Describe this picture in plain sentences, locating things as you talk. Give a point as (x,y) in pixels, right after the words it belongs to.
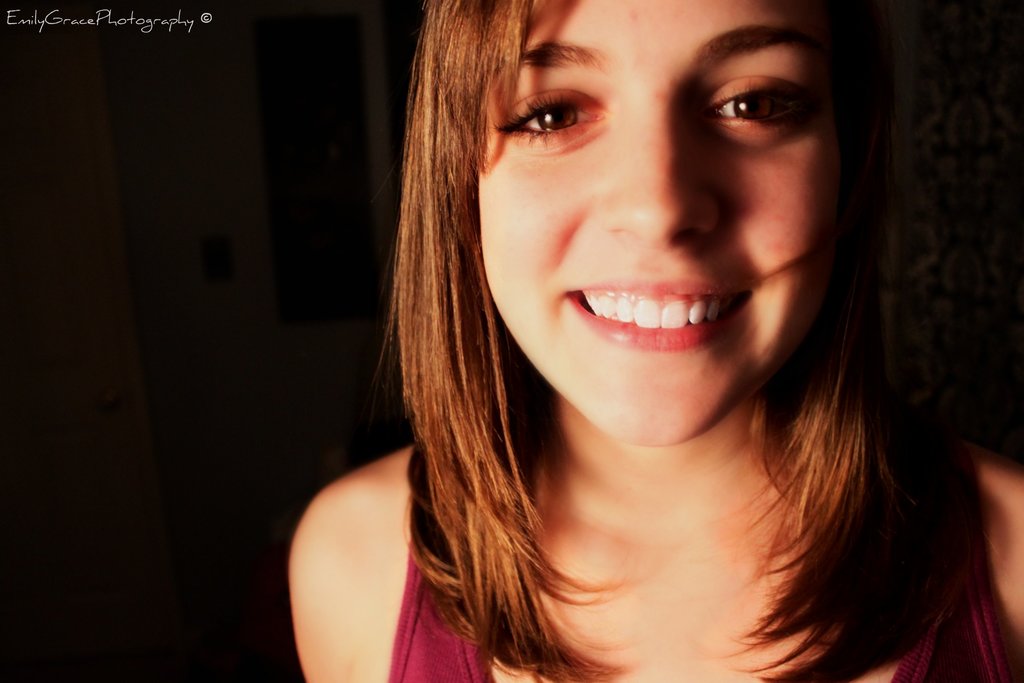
In this image, we can see a lady (523,502). In the background (248,414), we can see the wall (202,276) with some objects (271,32). We can also see a door (114,166). We can also see some text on the top left corner (186,24).
